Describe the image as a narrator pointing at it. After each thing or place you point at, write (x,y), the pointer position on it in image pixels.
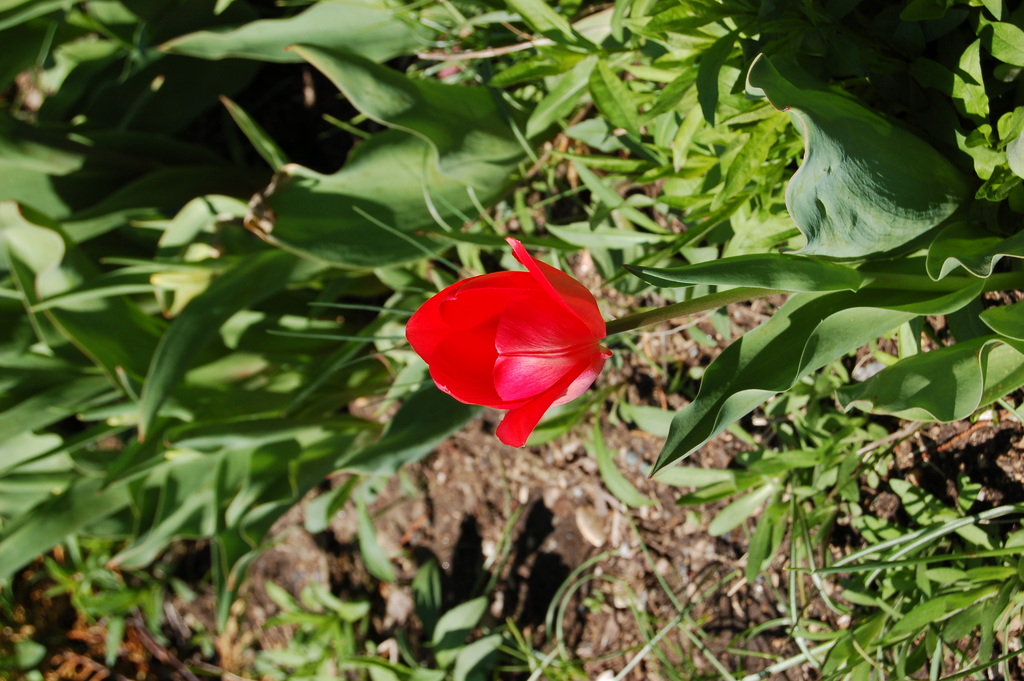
In this image I can see many plants (383,402) on the ground (475,524). In the middle of the image (476,339) there is a red color flower (524,334) to a plant (669,316).
